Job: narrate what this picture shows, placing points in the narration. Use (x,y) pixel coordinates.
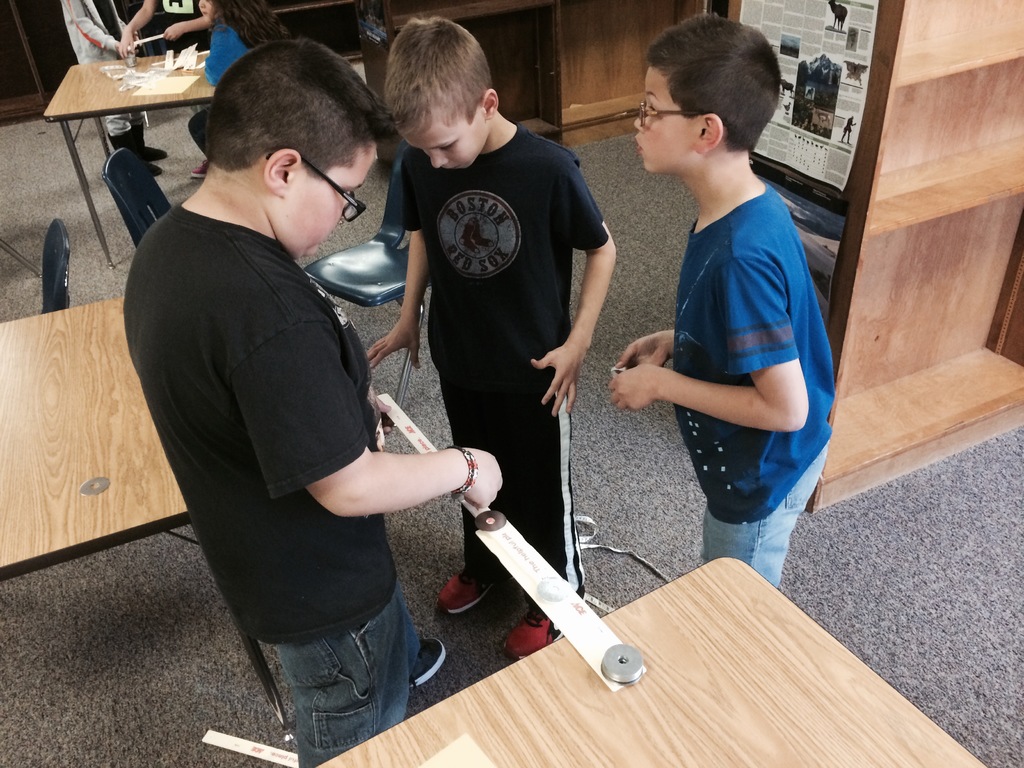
In the center (572,373) we can see three persons (697,252) were standing and holding scale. In the bottom (662,677) we can see the table (677,676). Coming to the background (55,106) we can see one more table (121,100) and chairs (136,216) and some persons (209,34) were standing.
